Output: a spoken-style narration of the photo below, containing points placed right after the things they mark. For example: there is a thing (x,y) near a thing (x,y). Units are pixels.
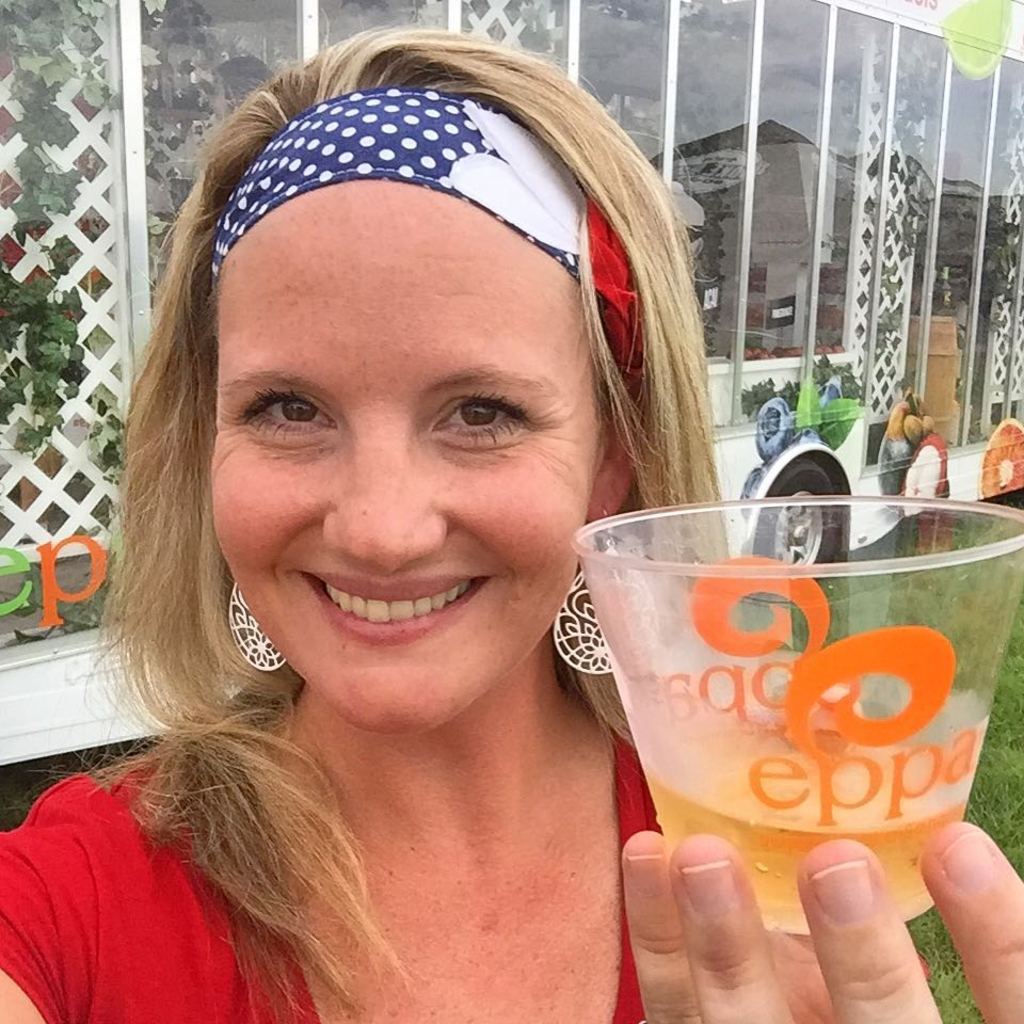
In this picture I can see a woman (556,440) in front (234,558) and I see that she is holding a glass (823,605) and I can also see that, she is smiling. In the background (11,361) I can see the grass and I can see the plants (50,352) through the glasses (714,252).
